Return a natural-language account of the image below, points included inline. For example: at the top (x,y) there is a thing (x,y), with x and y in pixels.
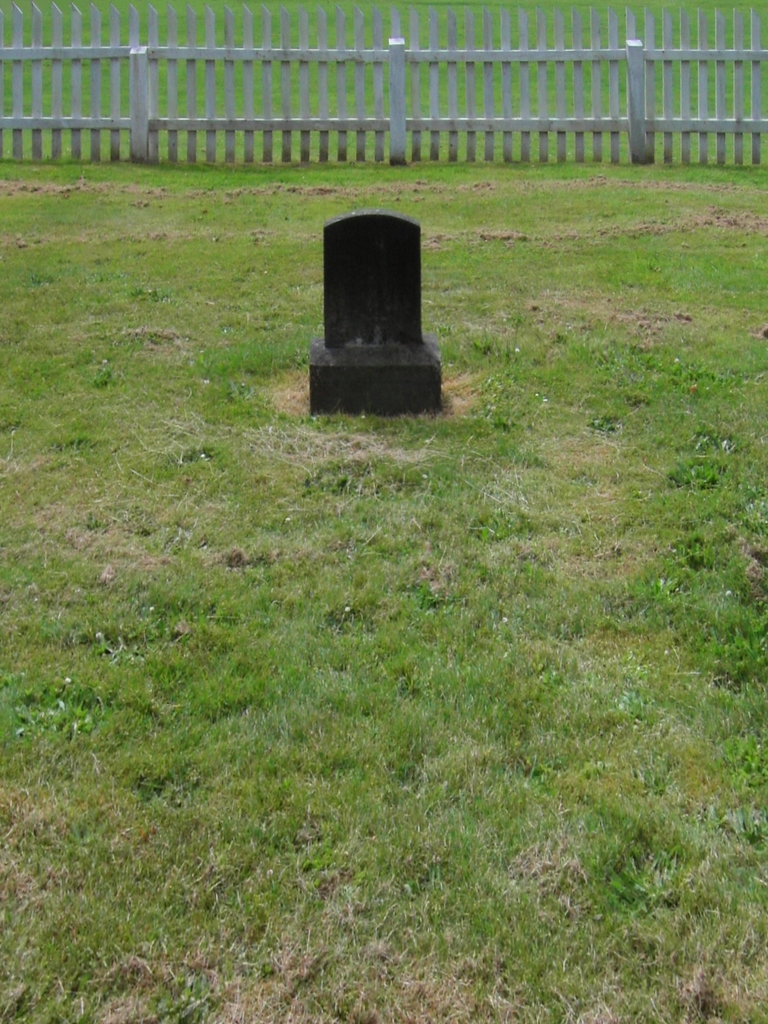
In the foreground of this image (458,433), it seems like a head stone (335,256) on the grass (360,565) and at the top (380,72), there is wooden fencing (754,80).
